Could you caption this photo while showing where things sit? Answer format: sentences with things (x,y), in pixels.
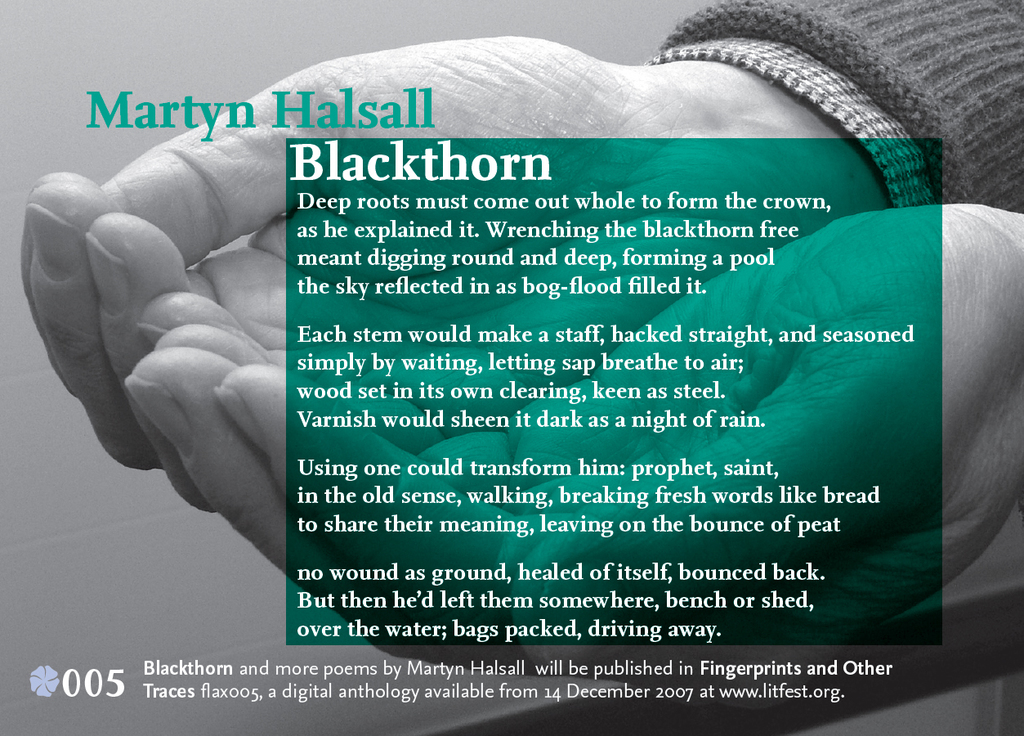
In the image we can see the poster (308,424), in the poster (396,358) we can see the text (532,397) and the picture (662,90) of human hands (672,88).
